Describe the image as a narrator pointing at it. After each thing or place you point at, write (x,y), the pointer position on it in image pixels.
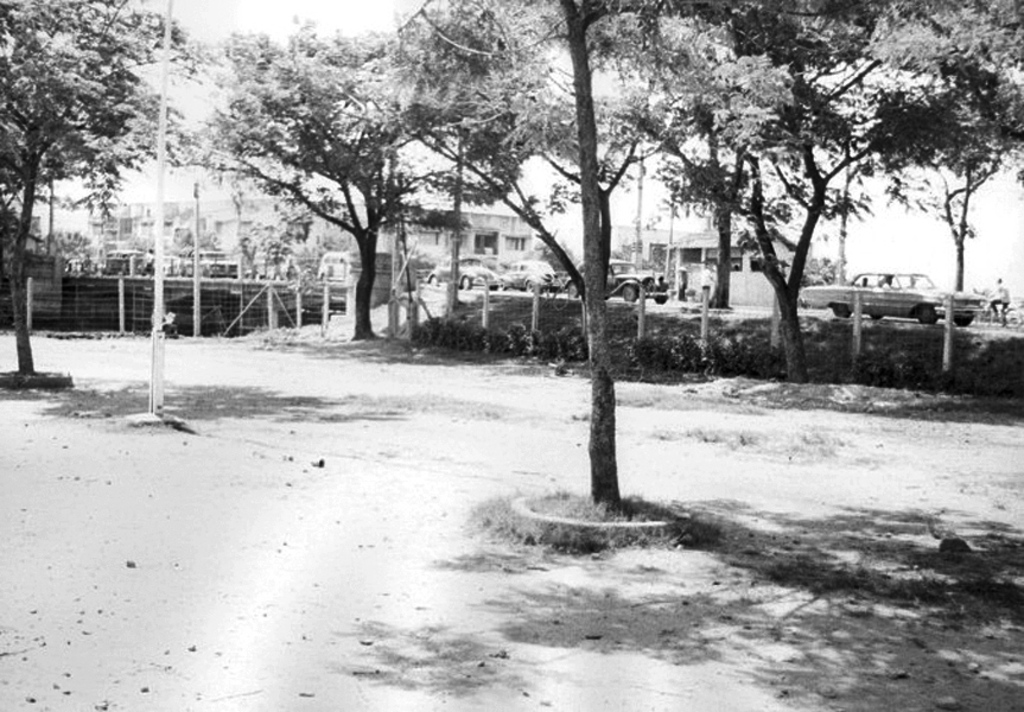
This image is a black and white image. At the bottom of the image (236,560) there is a ground (335,494). In the background (483,245) there are a few houses (483,245), a few cars (909,304) are parked on the road (899,318) and a few are moving on the road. On the right side of the image (1002,325) a man (994,299) is riding on the bicycle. There are few trees (302,84) and there is a fencing (242,317).
